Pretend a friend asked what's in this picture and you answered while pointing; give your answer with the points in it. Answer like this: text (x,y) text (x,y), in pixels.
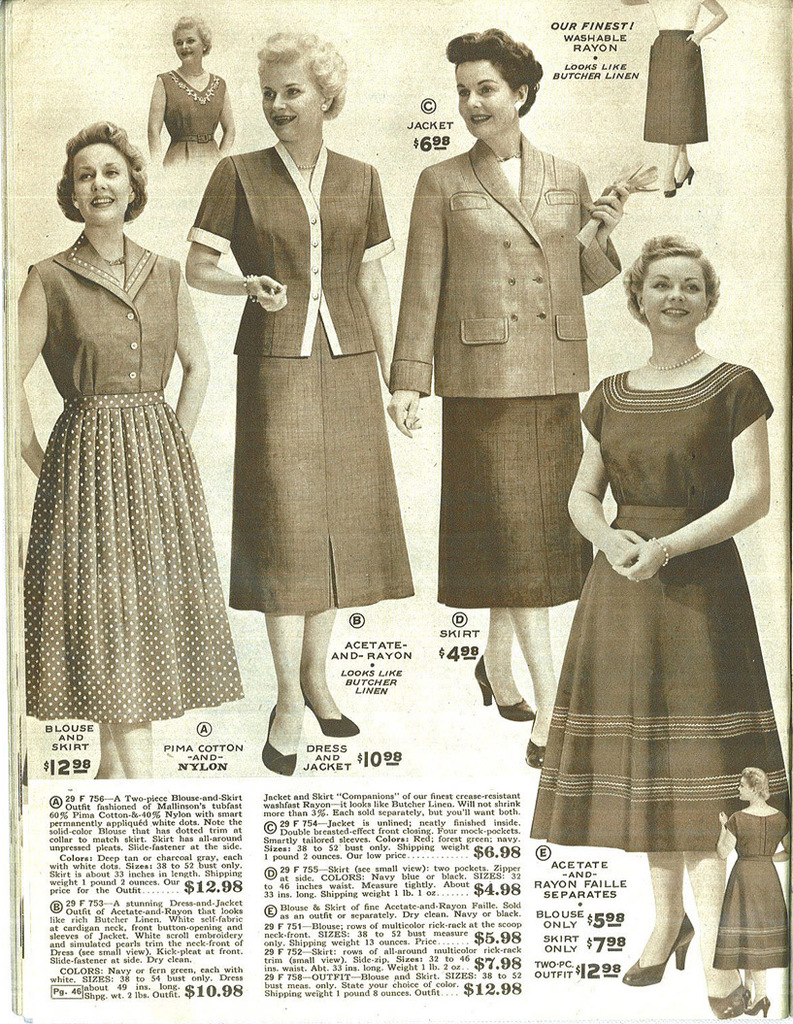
In this picture we can see the paper (500,496). In that paper (526,433) we can see the women (338,393) who are wearing a dress (284,531). At the bottom (321,938) we can see the quotation (316,872).
